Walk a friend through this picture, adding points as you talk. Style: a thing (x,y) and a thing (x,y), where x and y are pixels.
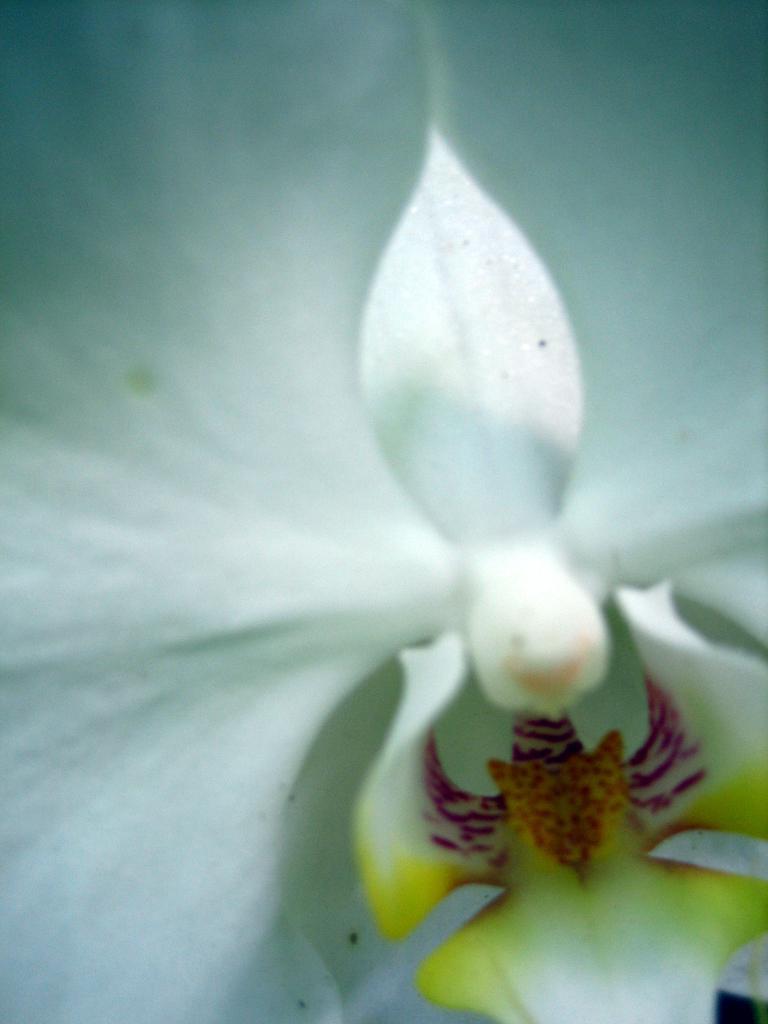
In this picture we can see a white flower (140,601).
